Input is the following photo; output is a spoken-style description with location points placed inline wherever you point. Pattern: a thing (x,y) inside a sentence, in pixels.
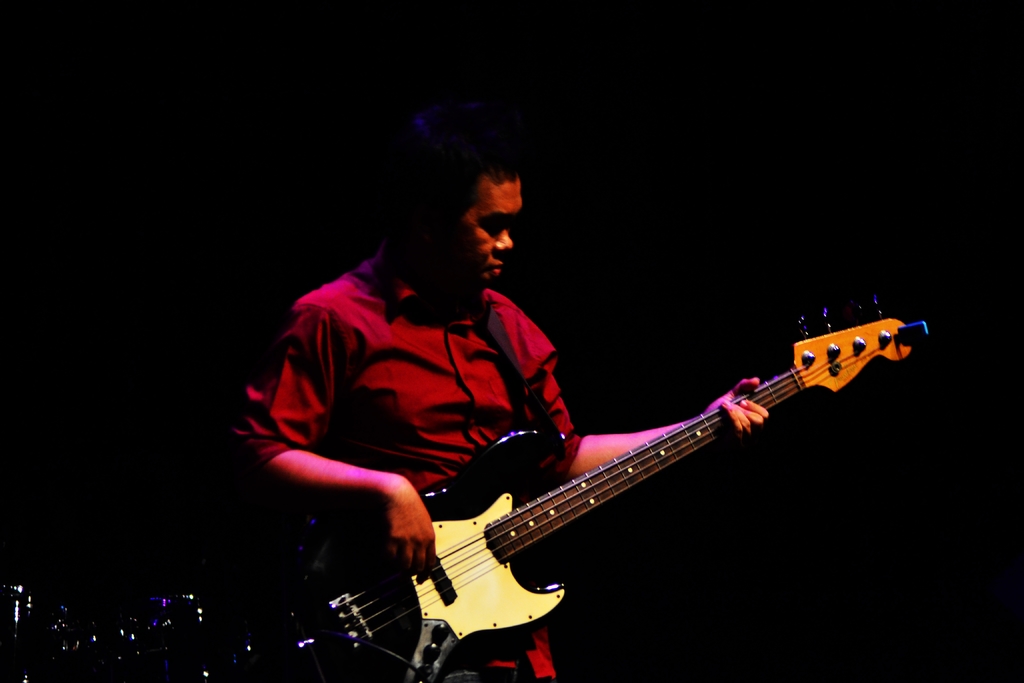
A person (453,371) wearing a red shirt (469,402) is holding a guitar (510,546) and playing.
